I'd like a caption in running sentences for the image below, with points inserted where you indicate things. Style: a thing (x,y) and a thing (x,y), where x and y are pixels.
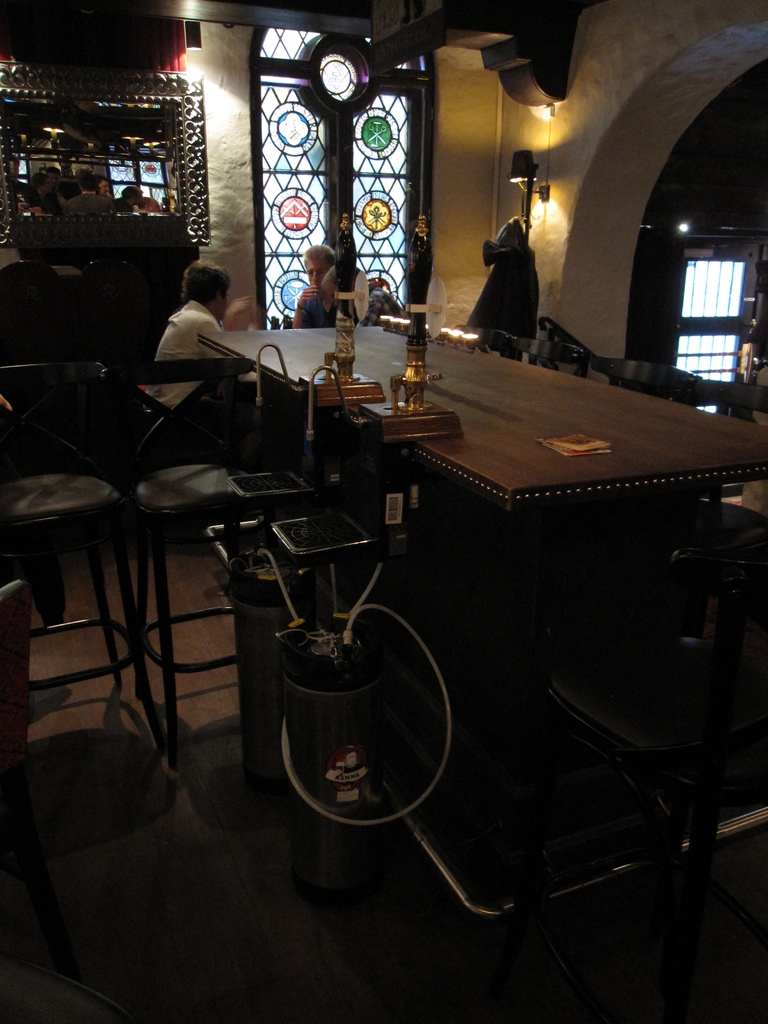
there are two person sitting on a chair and talking with the table (272,444) in front of them.
